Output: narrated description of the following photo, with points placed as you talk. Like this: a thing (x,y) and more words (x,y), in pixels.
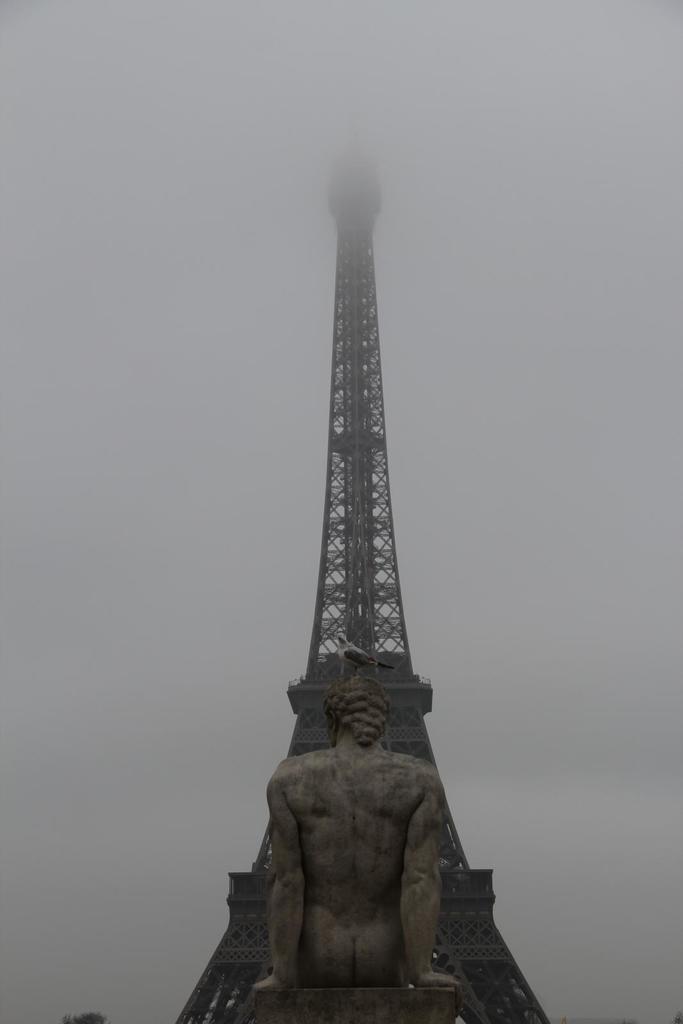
In this image there is a tower (357,557), in front of the tower (246,1002) there is a statue (378,839), on the statue (368,684) there is a bird (356,648). In the background (155,583) there is the sky (86,676).
